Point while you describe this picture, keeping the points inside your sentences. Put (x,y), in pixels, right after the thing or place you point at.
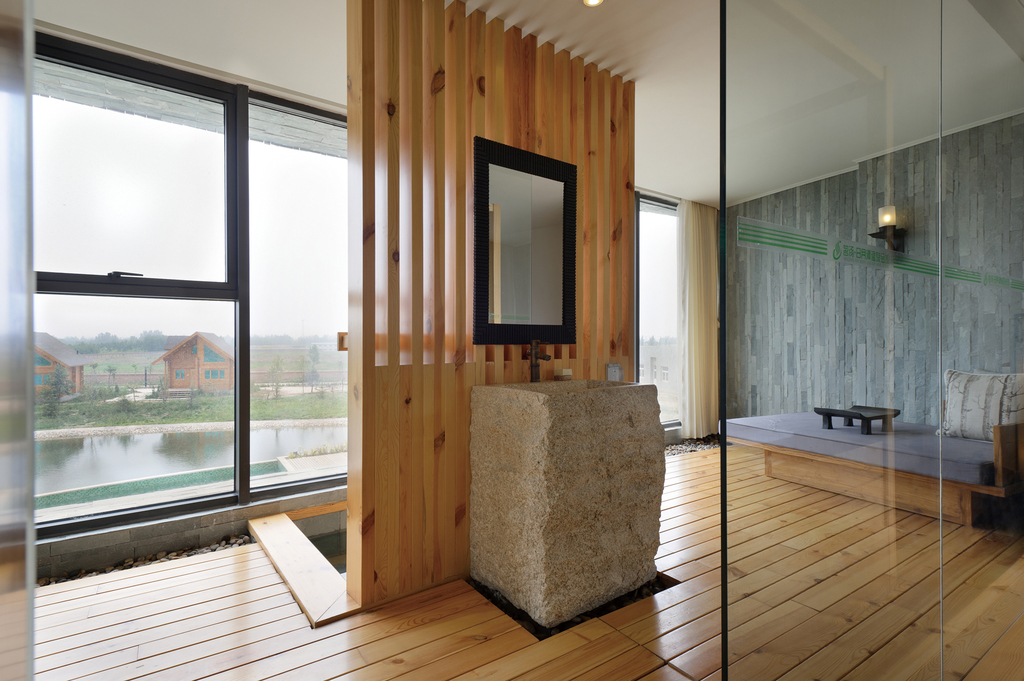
In this image we can see inside part of the house (875,319), there is a bed (786,476), pillow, mirror (535,240), windows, curtain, light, wooden floor (751,506), and a ceiling (683,69), there are some houses (170,379), plants (128,402), trees (148,339), water (308,437), also we can see the sky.
